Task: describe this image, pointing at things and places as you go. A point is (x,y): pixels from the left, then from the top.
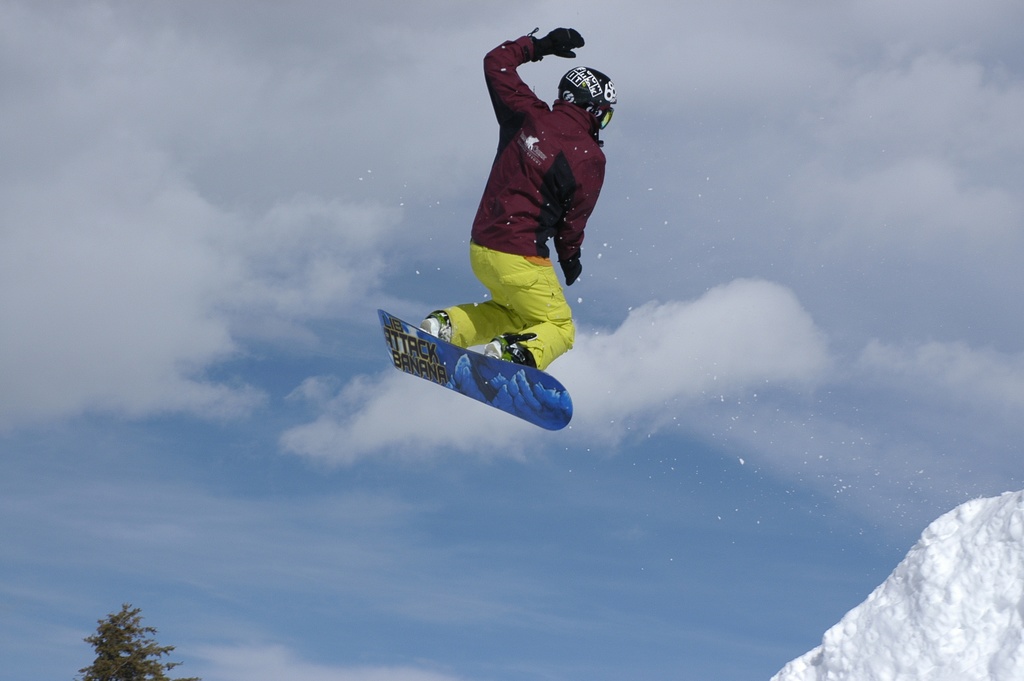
In this image we can see a person (481,220) in the air with the snowboard (488,360). In the background (26,368) we can see the sky (772,390) with clouds (706,184). We can also see the tree (131,640) and snow (937,591) at the bottom (950,659).
